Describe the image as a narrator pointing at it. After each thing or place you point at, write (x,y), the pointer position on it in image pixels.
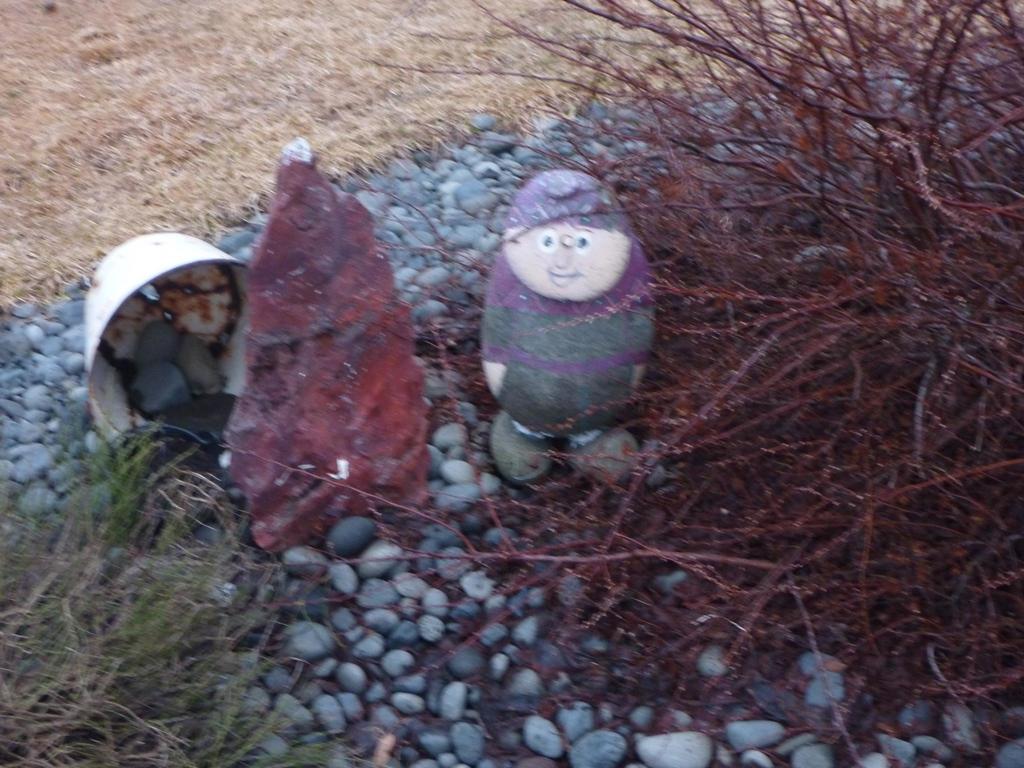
In this image we can see a sculpture (513,260) made with pebbles (536,318) and grass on the ground (353,528).
